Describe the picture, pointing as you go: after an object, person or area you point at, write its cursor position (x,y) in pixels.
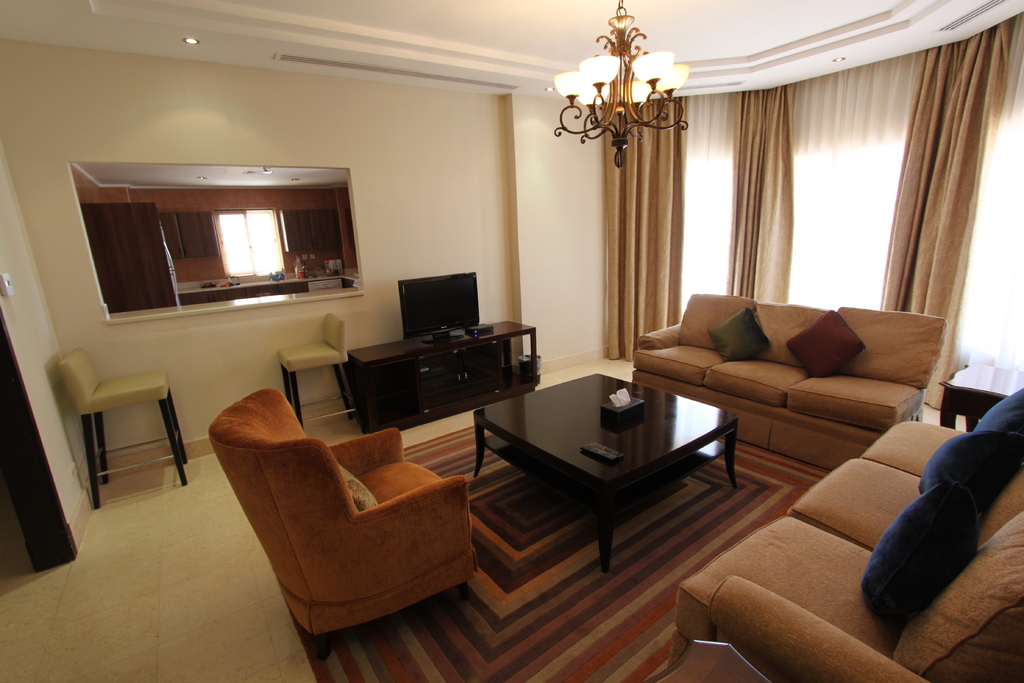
This is a house (167,131). Here we can see a cream colour wall (334,146). This is a open kitchen (239,263). Here we can see sofa (809,419) with cushions (935,451). These are curtains (656,186). This is a ceiling (726,38) and it's a light (609,97). Here we can see a television (424,316) on a desk (437,384). On the table (625,430) we can see a tissue paper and a remote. This is a floor carpet (561,607). this is a floor (99,614).
